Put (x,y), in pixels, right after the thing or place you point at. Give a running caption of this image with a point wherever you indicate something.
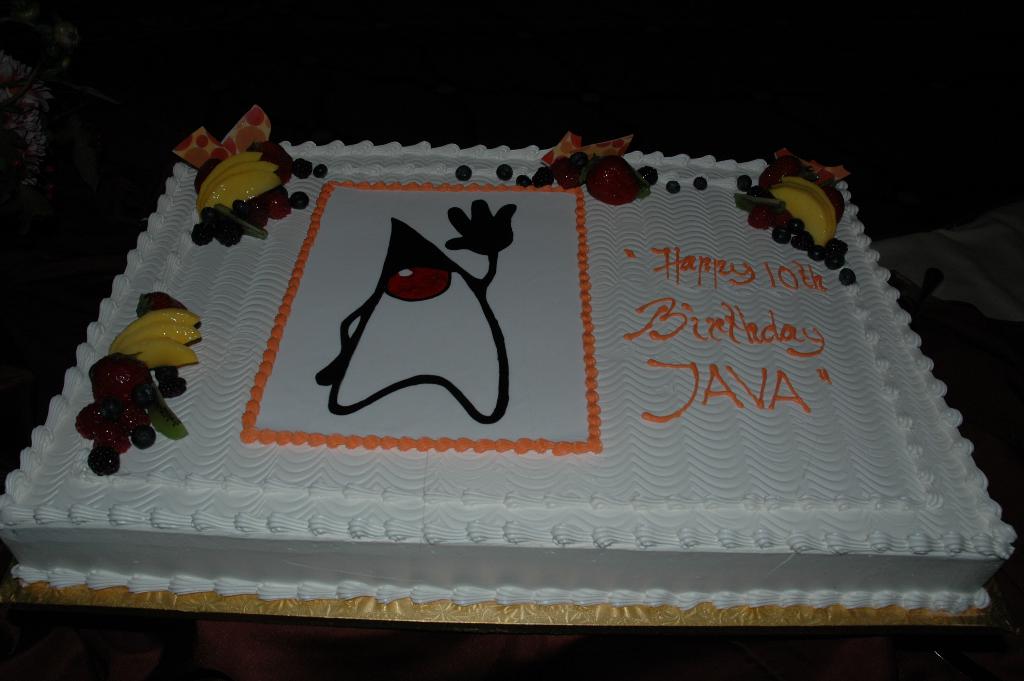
This picture contains a birthday cake (427,328). On the cake (663,290), it is written as "Happy 10th birthday Java". In the background (481,55), it is black in color. This picture might be clicked in the dark.
